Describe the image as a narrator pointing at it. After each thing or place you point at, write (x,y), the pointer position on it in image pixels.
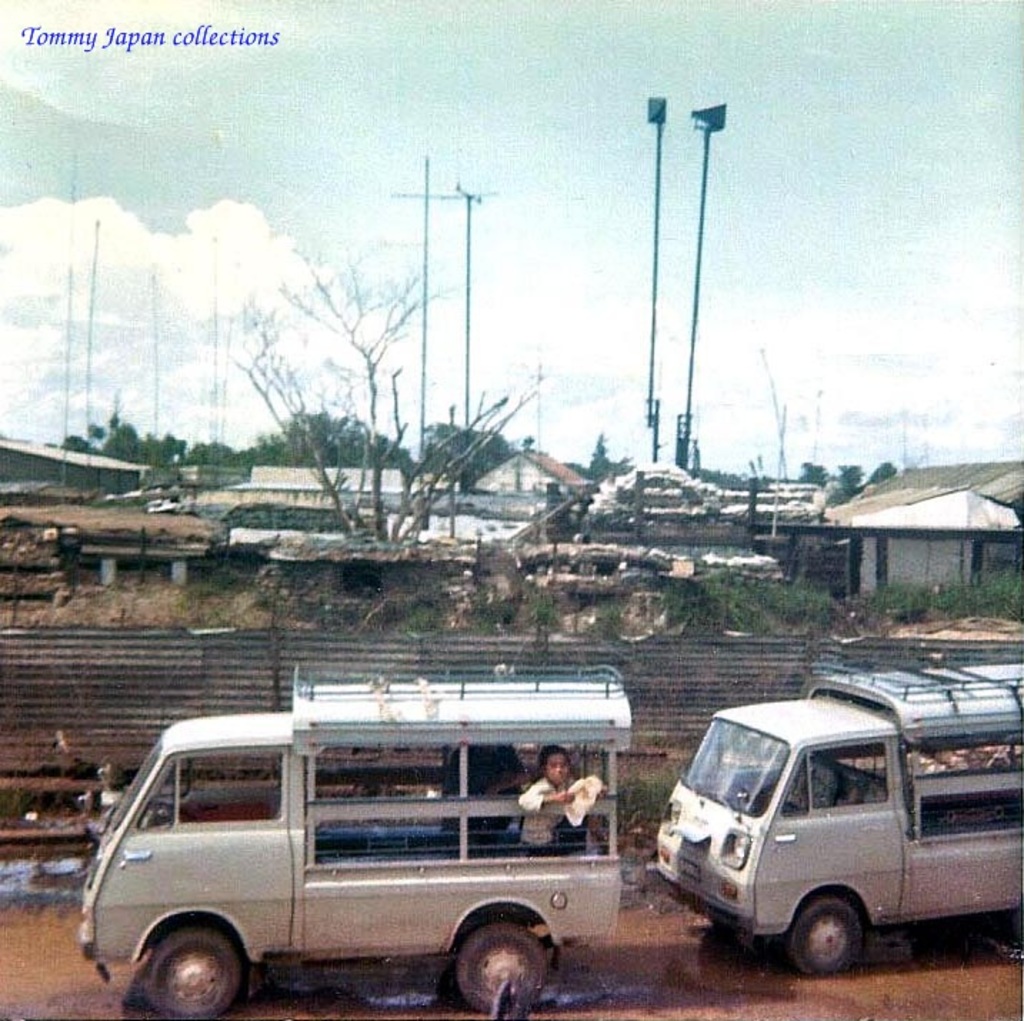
In this image I can see the vehicles (456,902) on the road (754,980). These vehicles (460,780) are in white color and I can see one person (525,831) in the vehicle (439,800). To the side there is a railing (373,646). In the back (383,415) there are many trees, houses (833,555) and the poles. I can also see the clouds (49,228) and the sky (470,126) in the back (527,232).
